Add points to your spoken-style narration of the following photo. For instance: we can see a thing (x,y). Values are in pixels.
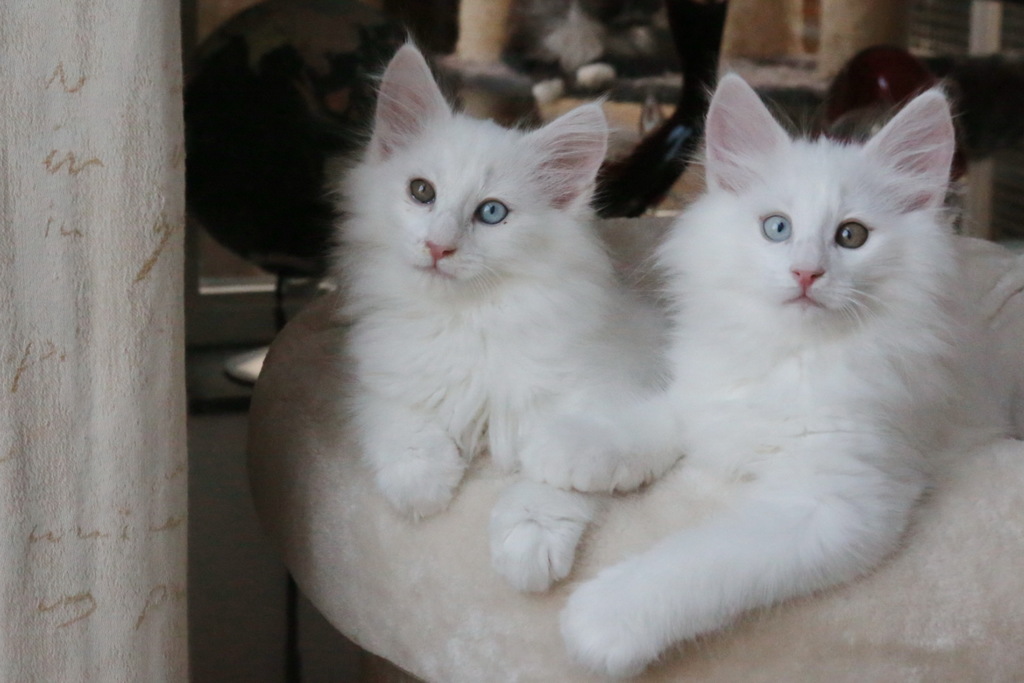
In this image I can see two cats (440,408) in white color and they are on the cream and white color surface (926,611). In the back (580,66) I can see few objects (680,93) around.
